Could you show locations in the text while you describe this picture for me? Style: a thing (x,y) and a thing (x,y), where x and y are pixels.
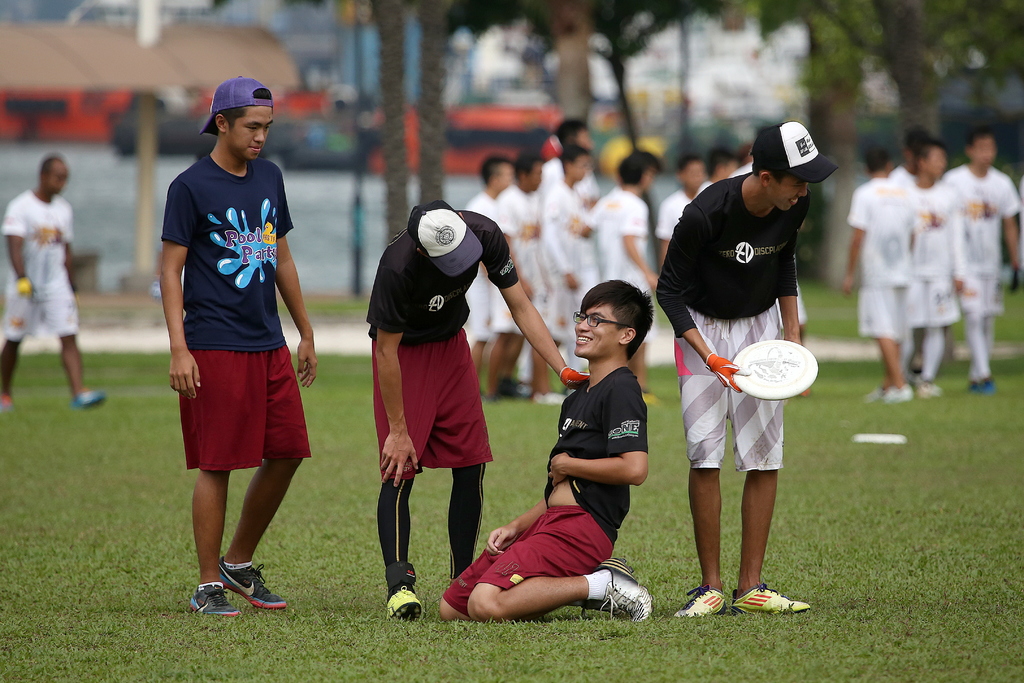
In this image there are players (451,261) standing in a ground (761,671), one player (578,514) is laying on his knees (502,612), in the background (700,21) it is blurred.
